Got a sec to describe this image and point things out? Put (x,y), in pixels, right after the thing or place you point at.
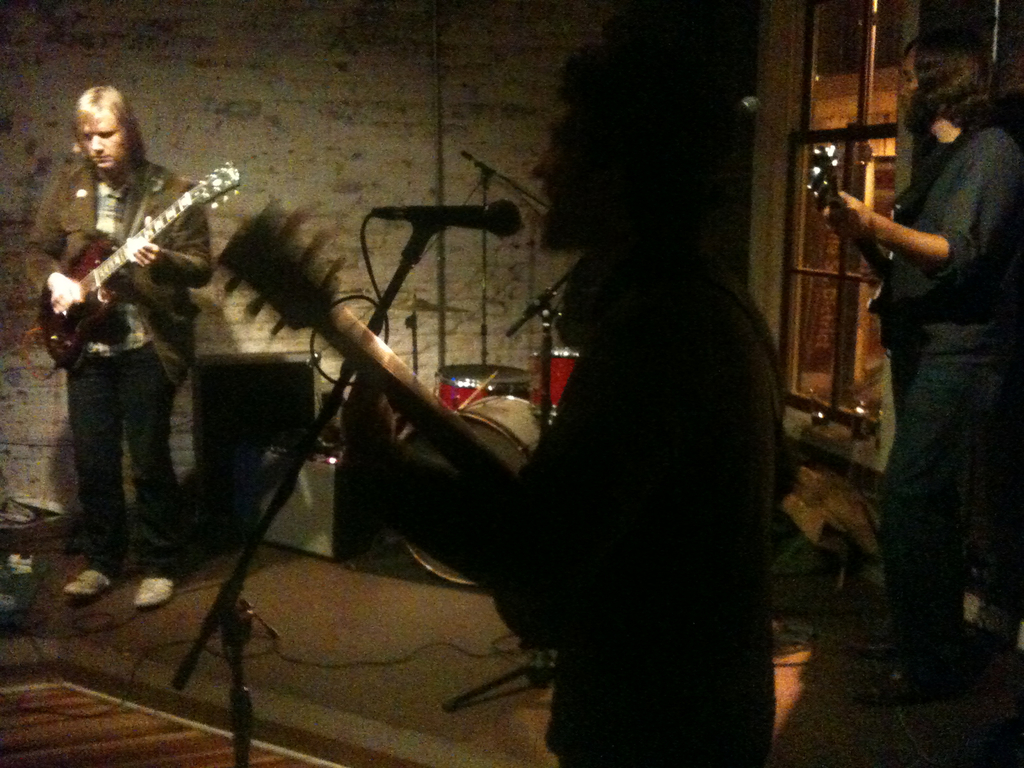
This picture describes about group of people (719,439), they are all musicians (584,396) they are playing instruments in front of microphone (494,228) and we can see some music instruments (492,392) here.
